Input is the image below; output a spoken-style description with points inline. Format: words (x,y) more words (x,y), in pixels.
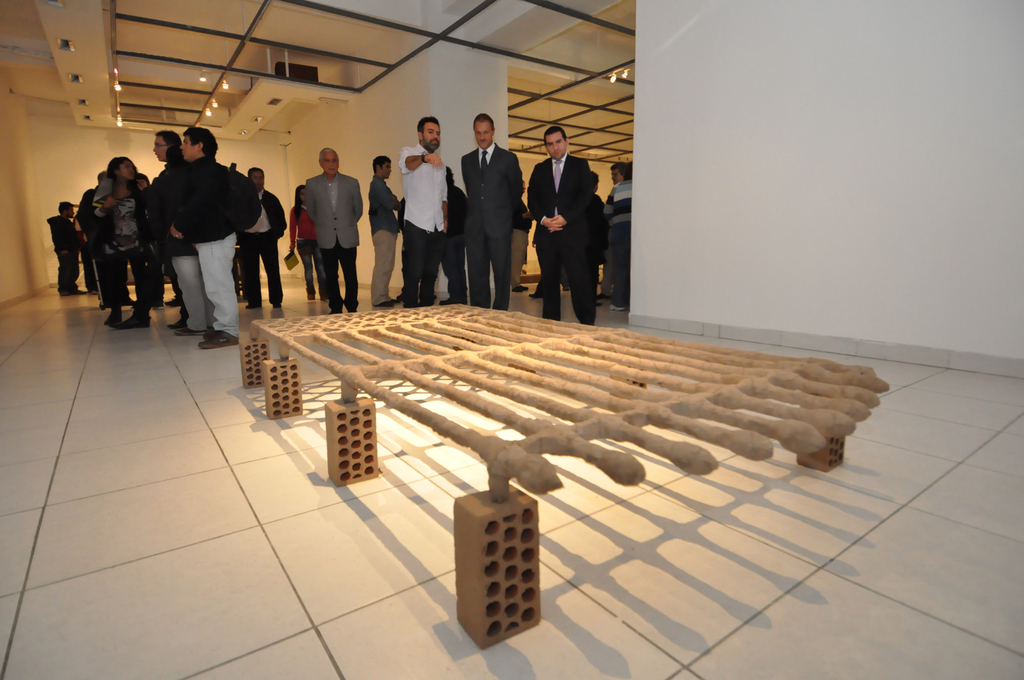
There are few persons (355,218) standing and there is an object (501,369) in front of them.
